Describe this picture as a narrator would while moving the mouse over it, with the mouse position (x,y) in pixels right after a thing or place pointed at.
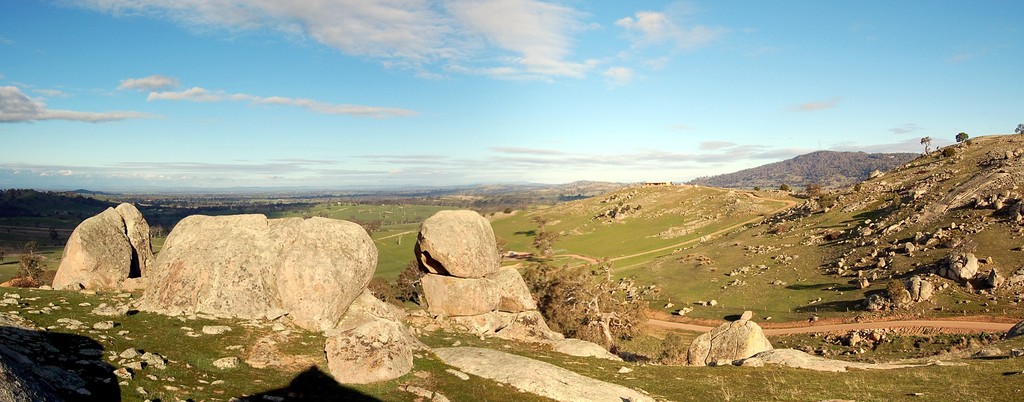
In this image, we can see hills (742,190), rocks (1003,156) and there are trees (865,166). At the top (914,129), there are clouds (255,177) in the sky (549,156) and at the bottom (236,384), there is ground (272,392).
